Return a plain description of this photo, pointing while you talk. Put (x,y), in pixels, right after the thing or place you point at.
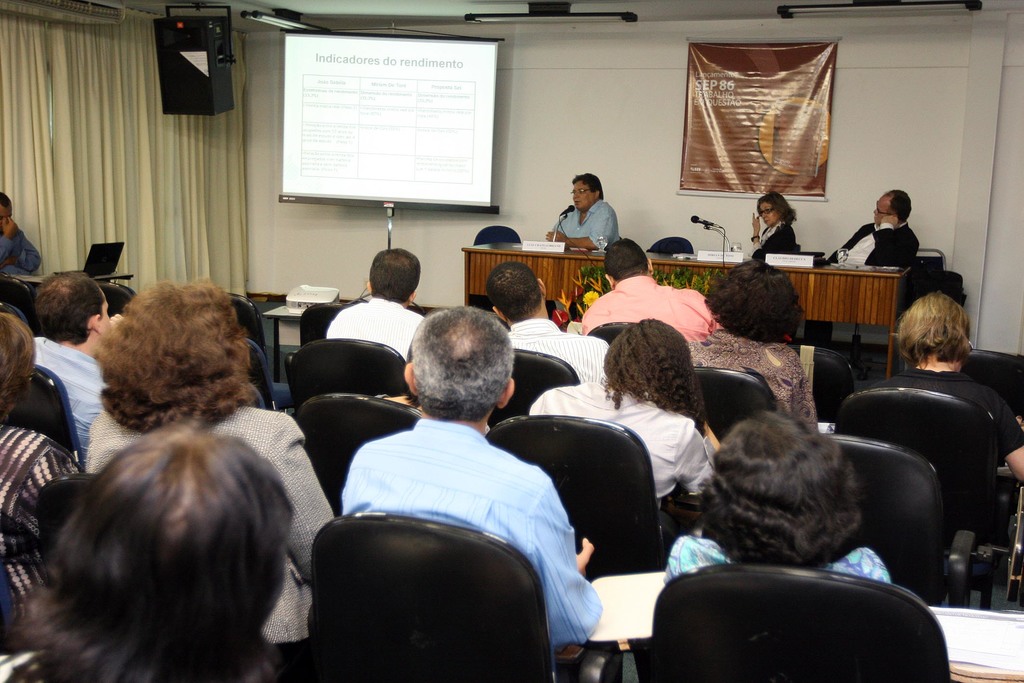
In this image we can see a group of people (90,339) sitting on chairs (889,427). In the center of the image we can see a screen (360,145) with stand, projector (329,297) placed on the surface (285,309). In the right side of the image (714,253) we can see some microphones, glasses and some boards (739,257) placed on the table (814,280) and we can see some flowers (569,297). On the left side of the image (103,268) we can see a laptop (110,256). In the background (179,101), we can see a speaker (176,80), some lights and a banner (719,166) with some text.
